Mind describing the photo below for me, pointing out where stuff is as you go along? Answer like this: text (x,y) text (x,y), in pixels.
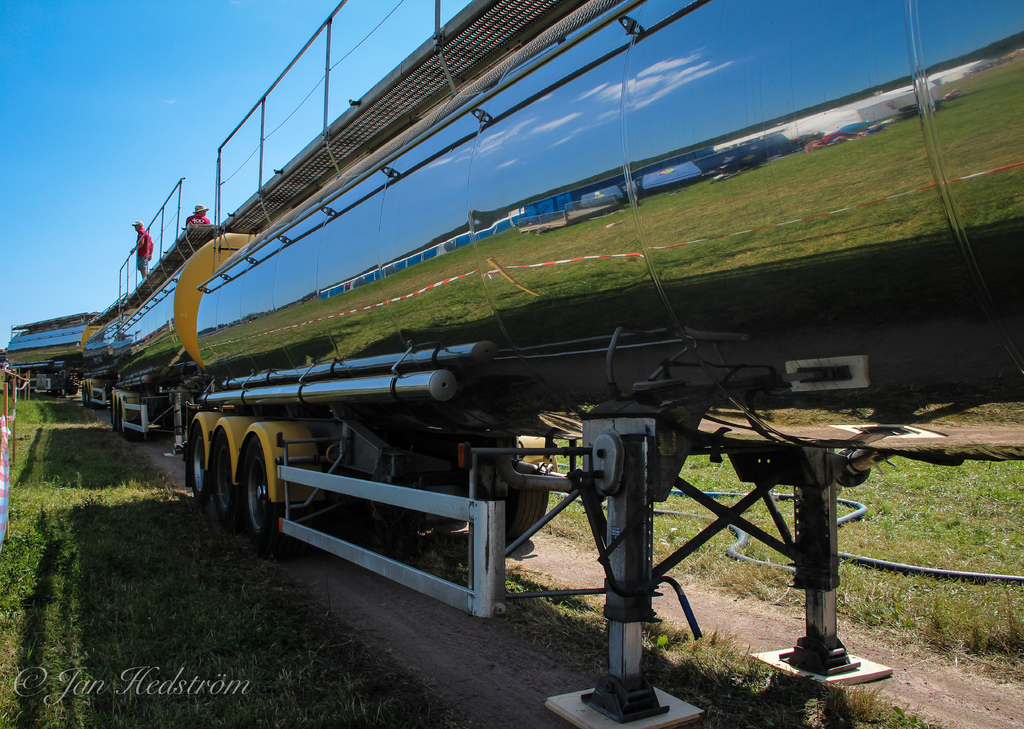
In this image we can see a motor vehicle (336,380), persons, ground (88,410) and sky (132,211).
